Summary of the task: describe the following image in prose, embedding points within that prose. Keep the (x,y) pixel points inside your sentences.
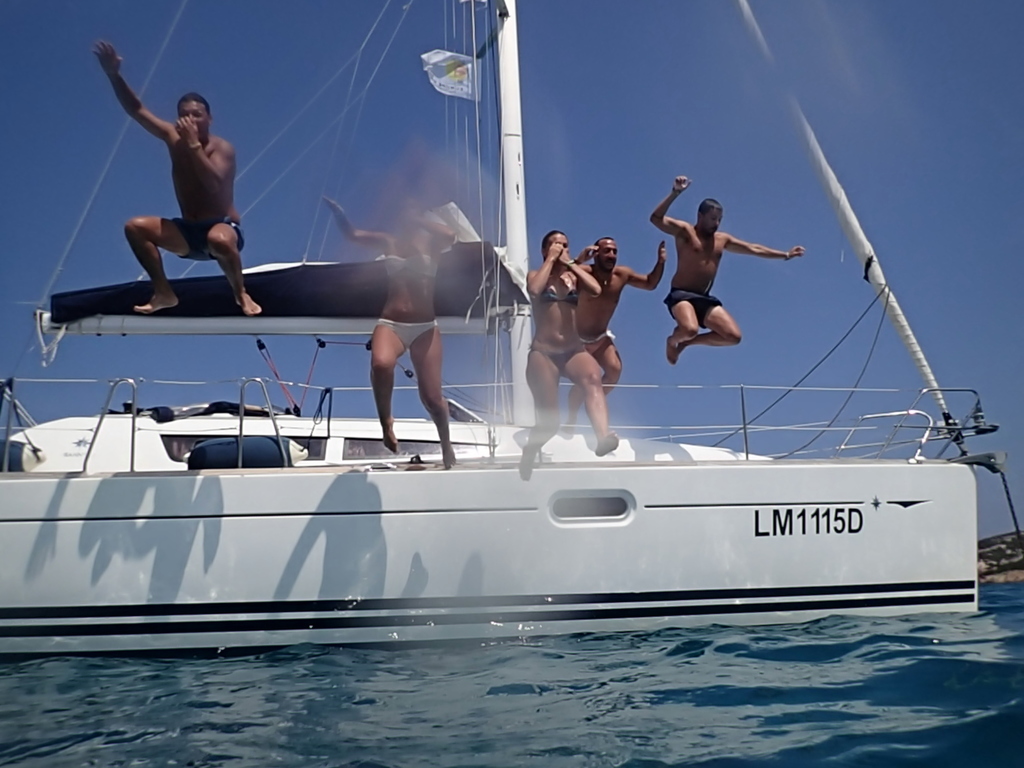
In this image we can see a group of people (523,463) jumping from a ship (808,602), there is some text (786,509) on it and it is floating on water (973,748).
